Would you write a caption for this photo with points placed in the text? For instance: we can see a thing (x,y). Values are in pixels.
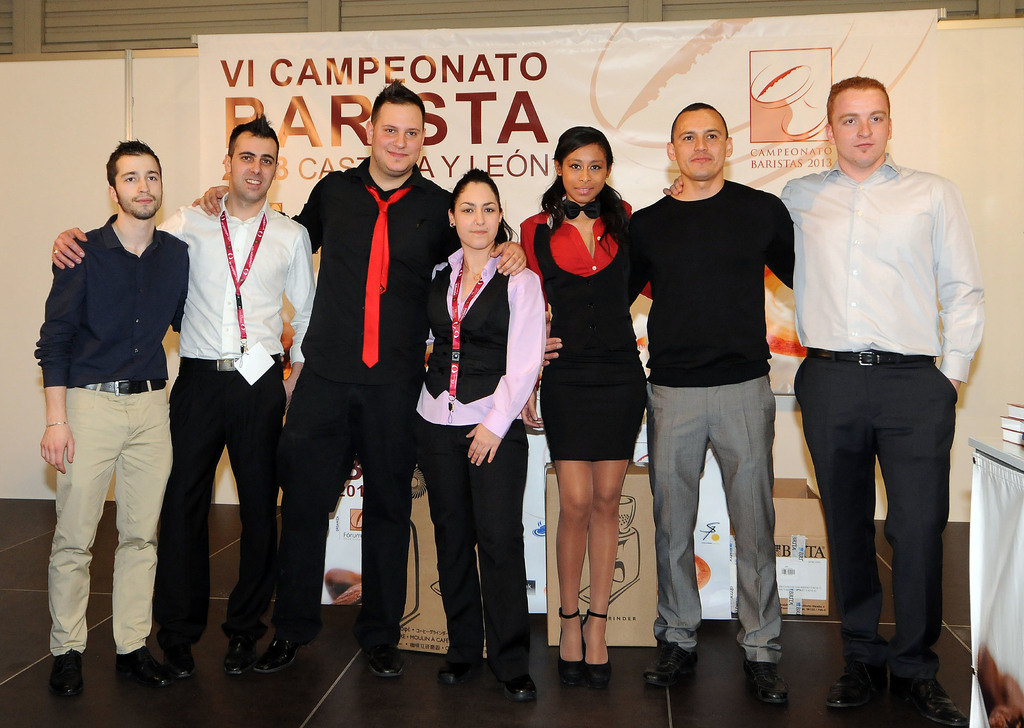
In this picture there is a group of men and women (435,394), standing in the front (479,629) and giving a pose into the camera. Behind there is a banner poster (308,94) and brown color cardboard boxes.
